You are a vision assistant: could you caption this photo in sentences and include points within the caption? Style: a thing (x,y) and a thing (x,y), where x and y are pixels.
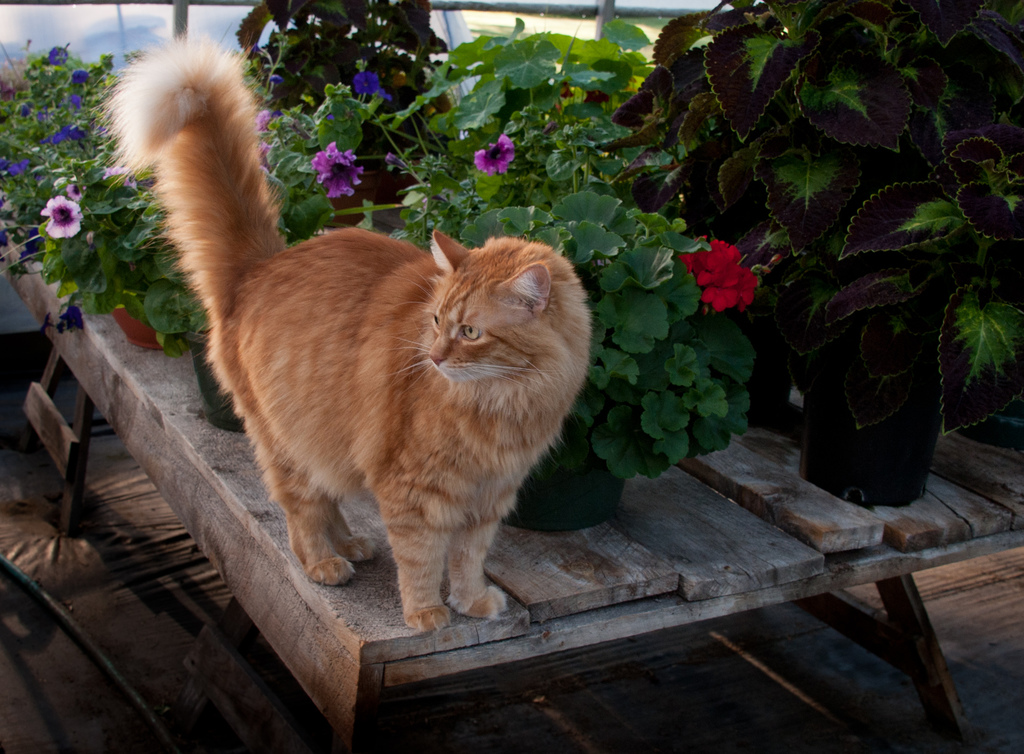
In this picture there is a cat (401,406) on the table (382,544). There are many flower pots (680,198) on the table (635,547).
